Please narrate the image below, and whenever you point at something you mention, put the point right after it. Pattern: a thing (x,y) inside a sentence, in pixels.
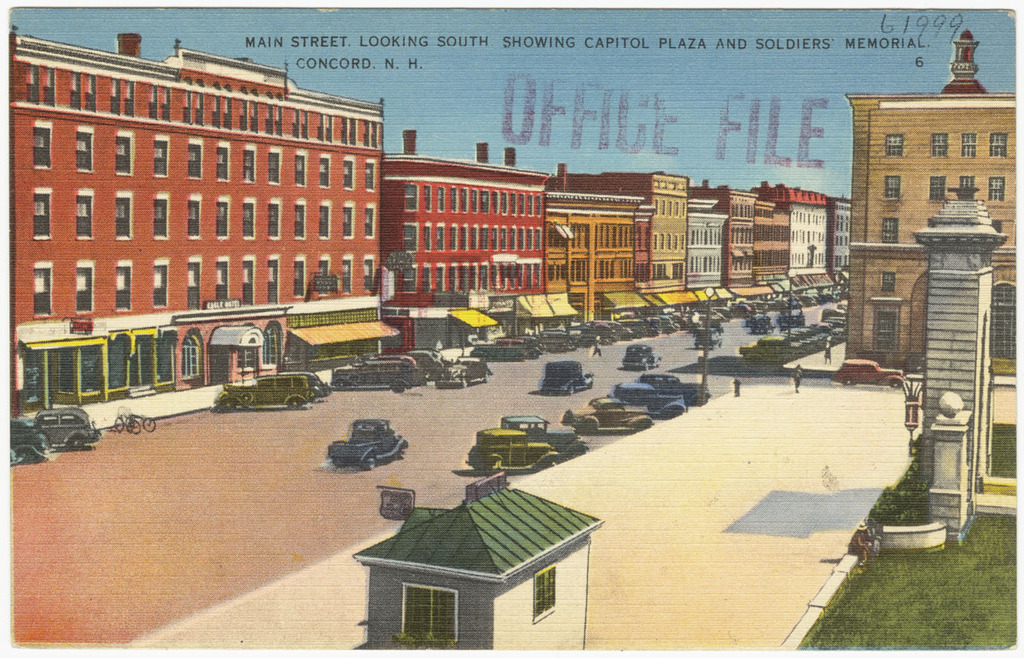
This image is a poster. In this image we can see buildings (469,336), cars (667,393) and some text (448,36) at the top of the image (544,37).
